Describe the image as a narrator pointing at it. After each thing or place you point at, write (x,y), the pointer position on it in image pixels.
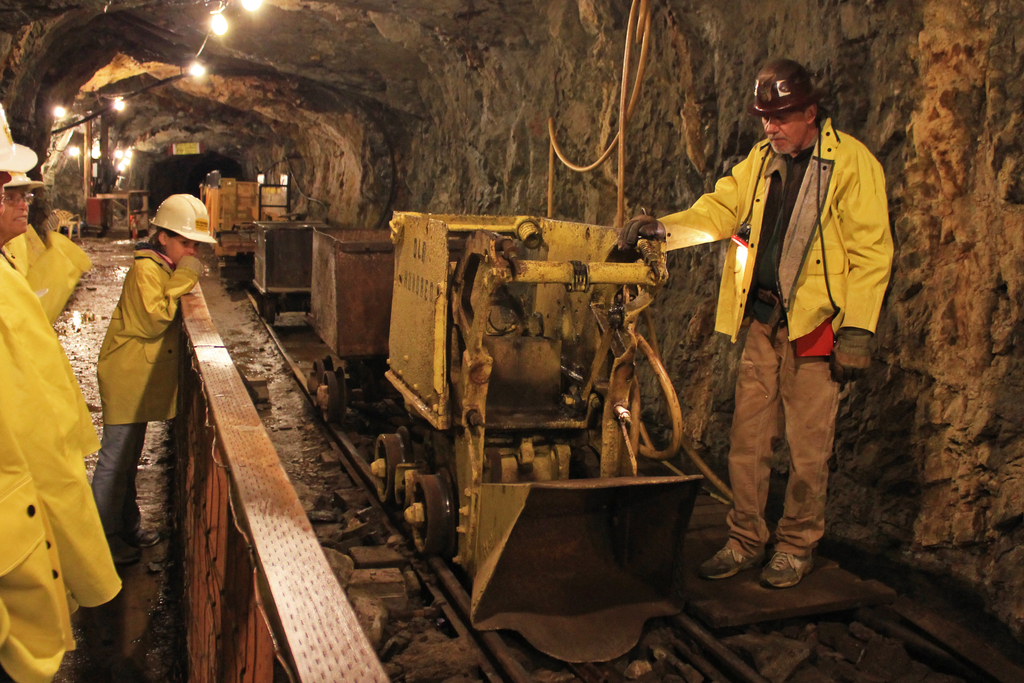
This image is taken under the ground mine (672,256), where we can see trucks (507,577) on the railway track (421,564). Beside one fence (253,524) is there. Near the fence (196,472) people (136,354) are standing by wearing helmet (1,161). To the right side of the image (880,266) one man (817,335) is standing wearing yellow color jacket (838,267) and brown pant (801,370). Top of the image (199,70) lights (199,70) are present.
